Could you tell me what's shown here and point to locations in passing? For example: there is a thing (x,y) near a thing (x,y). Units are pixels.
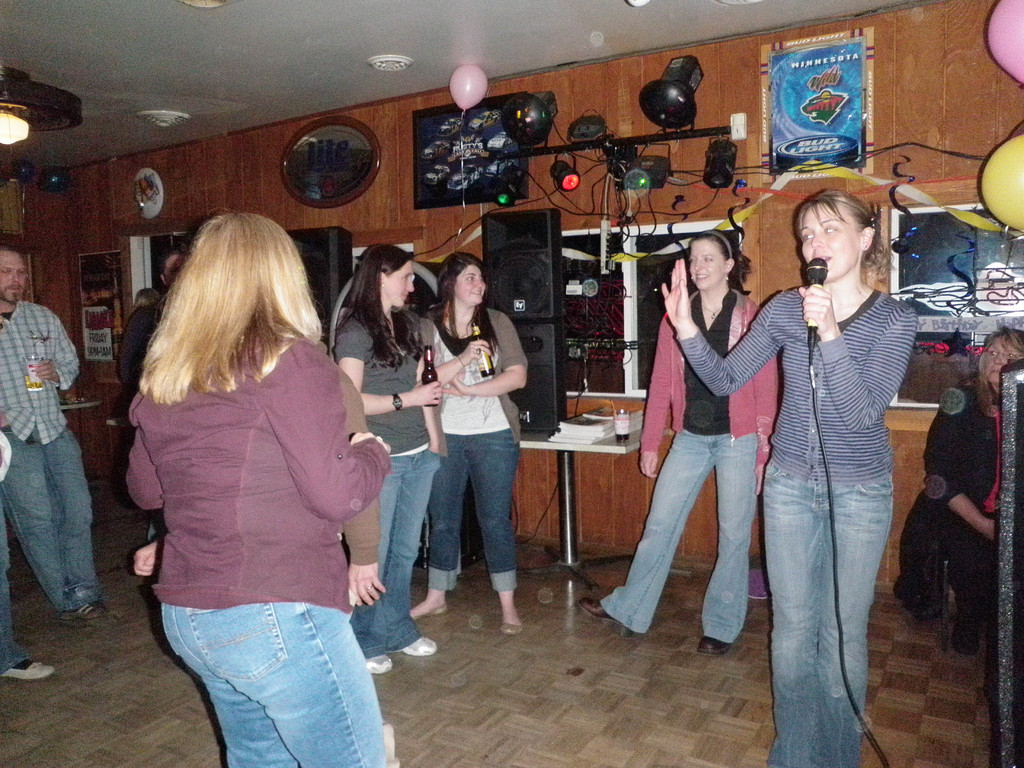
In this picture we can see some people (235,416), two women (417,396) are holding bottles (489,373) with their hands (440,389) and a woman (837,266) holding a mic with her hand (825,285). In the background (589,447) we can see speakers (513,314), lights (639,167), tables (586,443), books (597,436), windows (607,329), posters (818,89), balloons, cables (625,173), ceiling (322,23) and some objects (323,199).
